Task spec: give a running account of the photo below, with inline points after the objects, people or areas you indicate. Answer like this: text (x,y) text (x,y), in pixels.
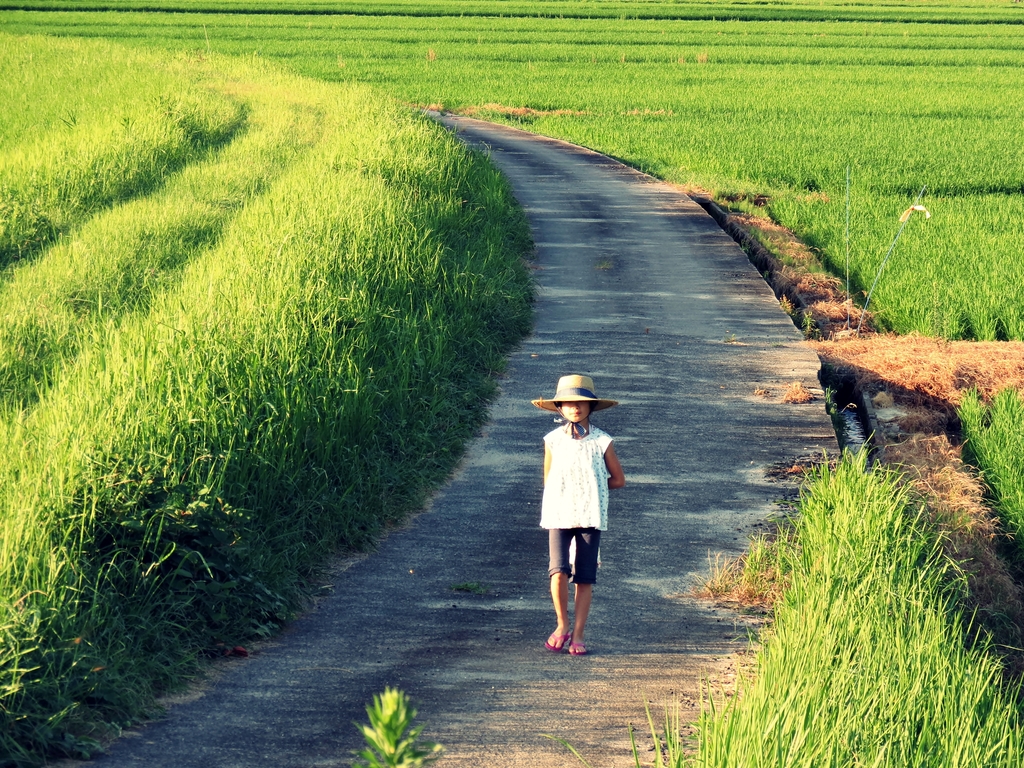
In this image we can see a boy (568,518) with a hat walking on the road (636,344). Image also consists of grass (526,242).
